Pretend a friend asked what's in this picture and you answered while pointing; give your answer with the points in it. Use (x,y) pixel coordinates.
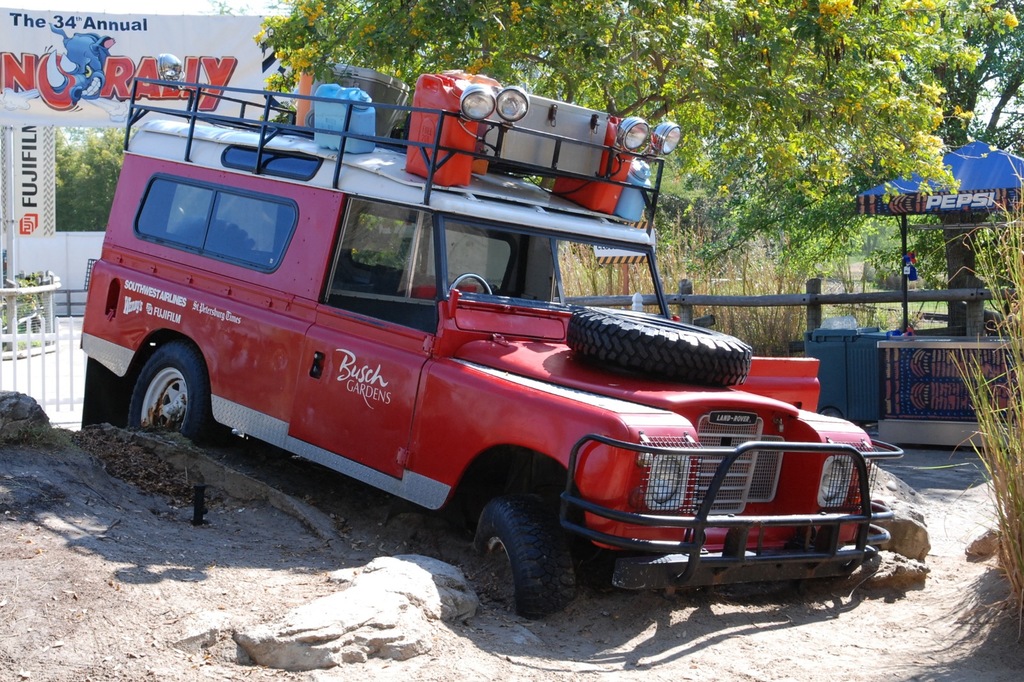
In this image in the center (512,388) there is one vehicle (236,350), and in that vehicle (660,134) there are some boxes (589,124) and cans (609,132) and one Tyre (671,353). In the background (450,53) there are trees (924,246), on the right side (926,209) there is one tent (935,201) and a dustbin (848,376) and a fence (792,299). On the left side (68,83) there is one board (73,65) and a railing (52,377), at the bottom (87,605) there is sand (644,626) and some rocks (989,540).
